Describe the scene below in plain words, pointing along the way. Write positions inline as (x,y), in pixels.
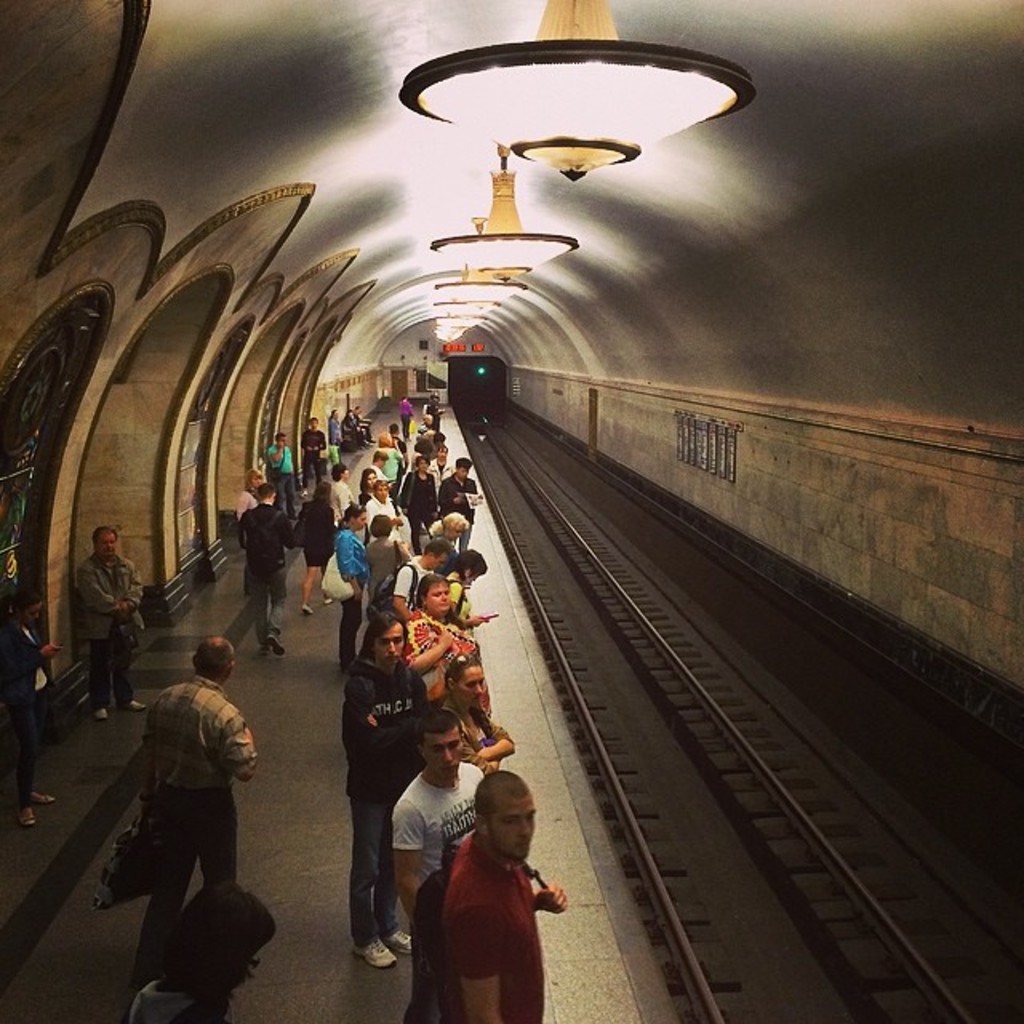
In this picture I can see group of people (350,706) are standing on a railway platform (273,791). On the right side (693,649) I can see railway tracks (597,548), tunnel (497,409) and lights (499,232).
